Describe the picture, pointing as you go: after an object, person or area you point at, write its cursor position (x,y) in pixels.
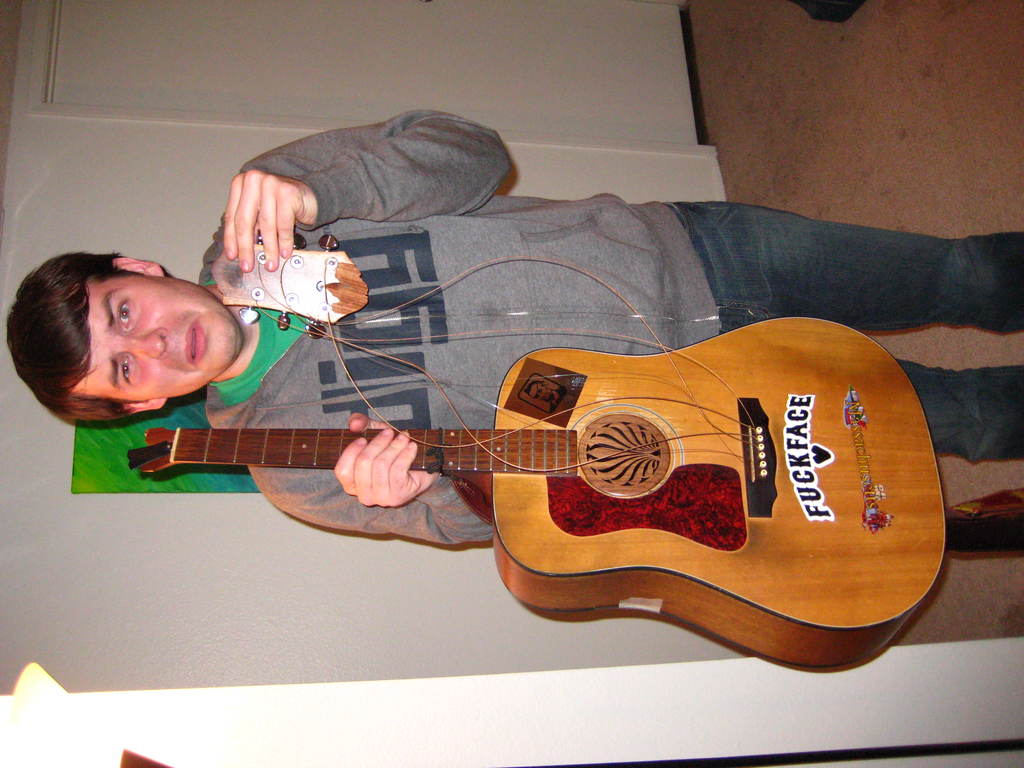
Here there is a guitar (427,445) which is broken at the end and the man (220,327) is standing here on the floor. He is holding one part (482,466) of the guitar (499,461) in one hand (273,267) and another broken part (292,272) of the guitar (285,270) in another hand (286,247). He is giving a sad expression (91,316). Behind him there is a wall (36,427), wall-poster (102,460) and a door (355,78).
